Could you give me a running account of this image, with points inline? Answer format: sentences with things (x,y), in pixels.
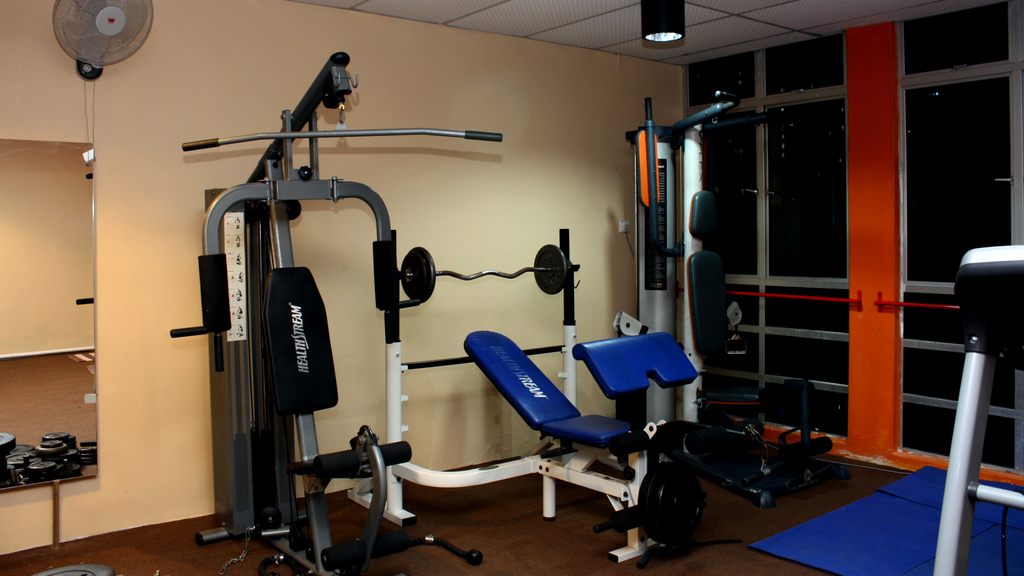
This is an inside view of a room (423,109). Here I can see few gym equipment (518,383) on the floor (503,538). On the right side (832,185) there is a glass (835,124). On the left side (69,343) there is a mirror (54,283) is attached to the wall (126,296), at the top of it there is a fan (132,21).
